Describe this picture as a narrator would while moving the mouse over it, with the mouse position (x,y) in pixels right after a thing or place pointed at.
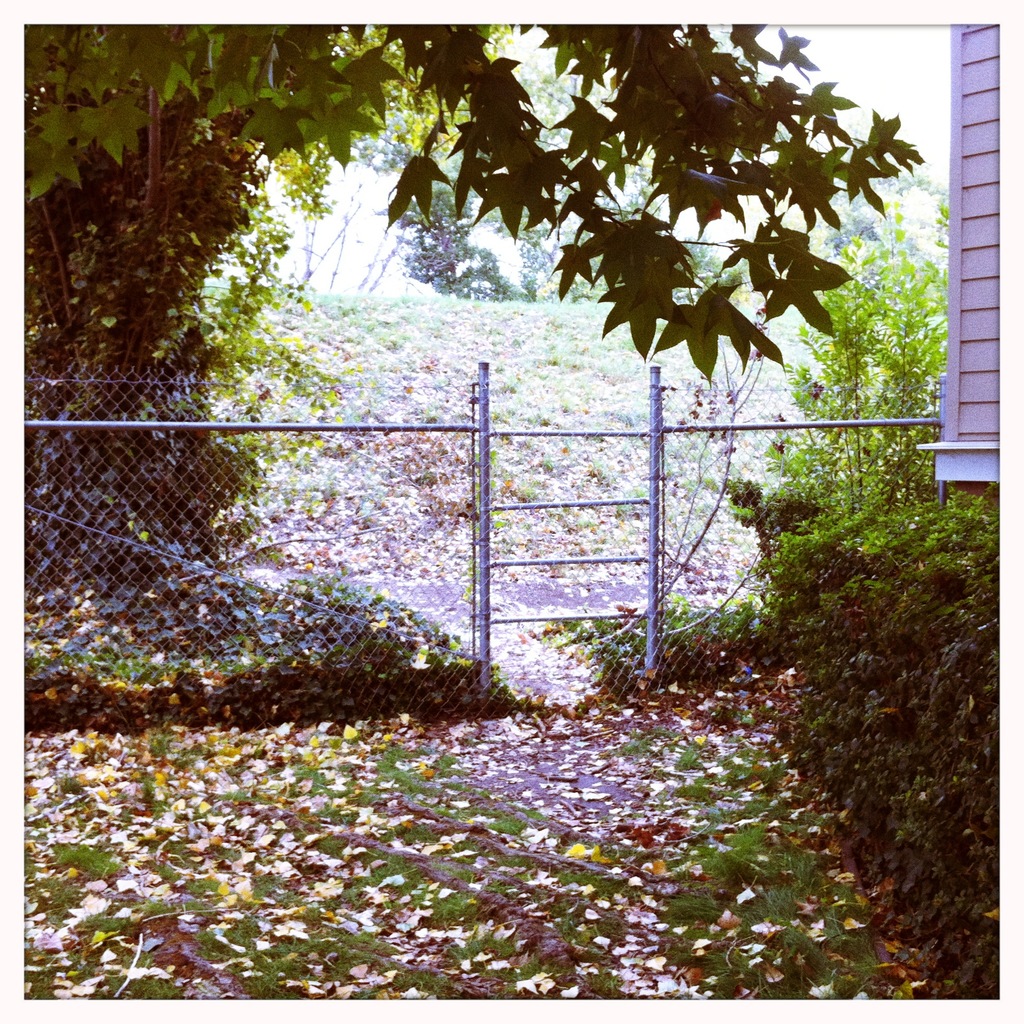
In the center of the image (453,434) there is a fence (490,672), wooden wall (978,315), trees (531,233), plants (949,870), grass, dry leaves (434,740) etc.
